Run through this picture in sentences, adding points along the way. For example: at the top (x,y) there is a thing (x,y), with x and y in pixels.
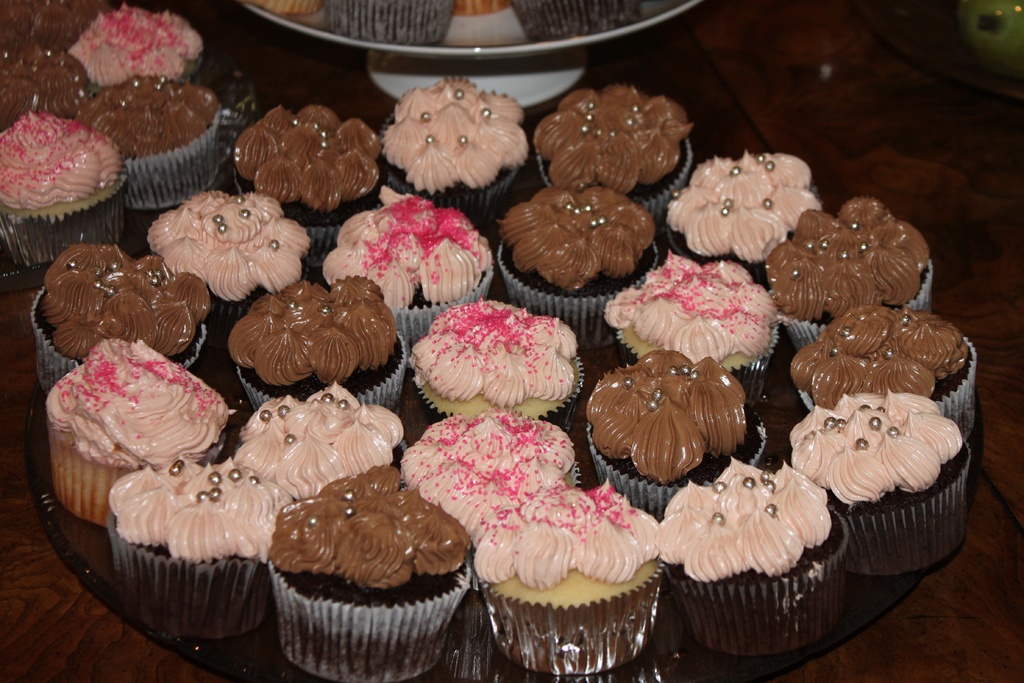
In this image in the center (627,428) there are a group of cupcakes (203,619) in plates (90,578), at the bottom (57,604) there is a wooden table (80,595).
